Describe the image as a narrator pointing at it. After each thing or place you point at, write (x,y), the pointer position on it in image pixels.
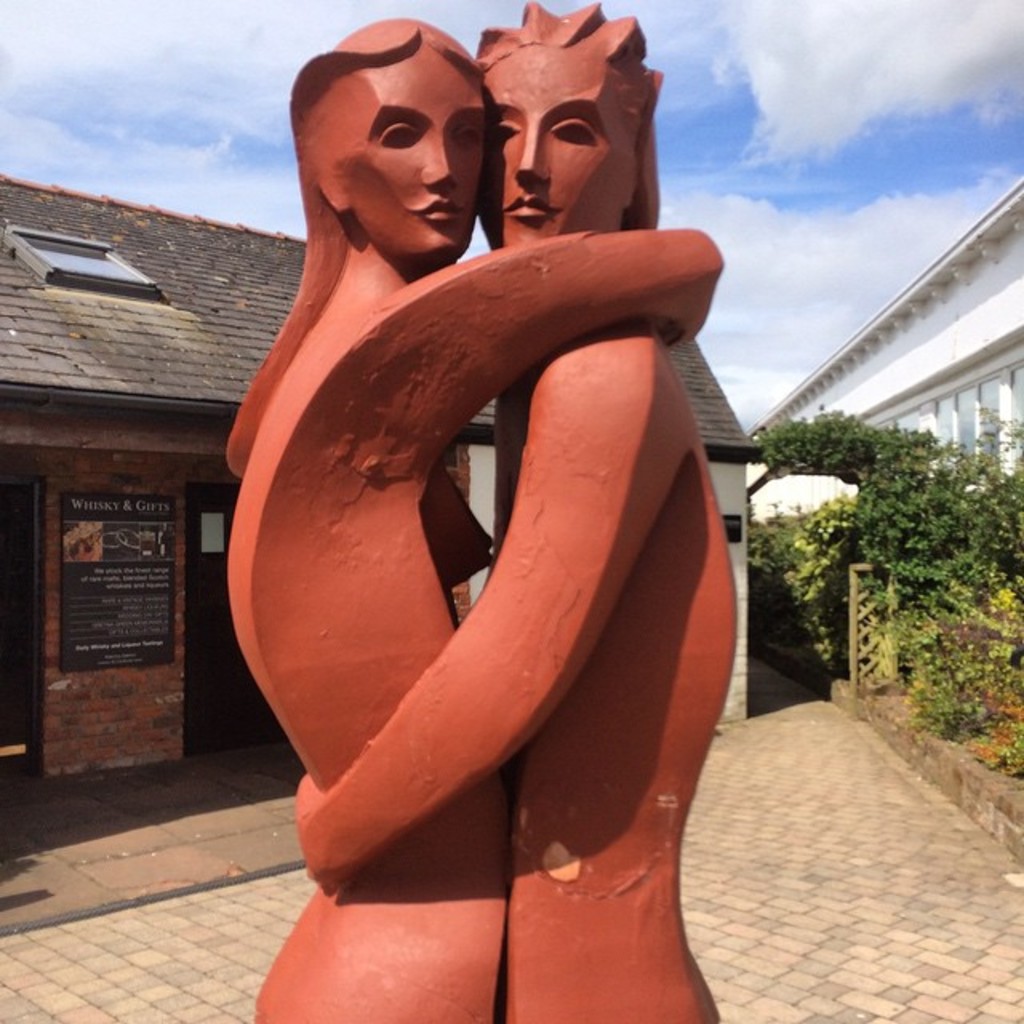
In this image I can see a statue (582,579) in brown color. Back I can see few buildings (1018,195) and the board (102,521) is attached to the wall (65,481). The sky (993,148) is in blue and white color.
